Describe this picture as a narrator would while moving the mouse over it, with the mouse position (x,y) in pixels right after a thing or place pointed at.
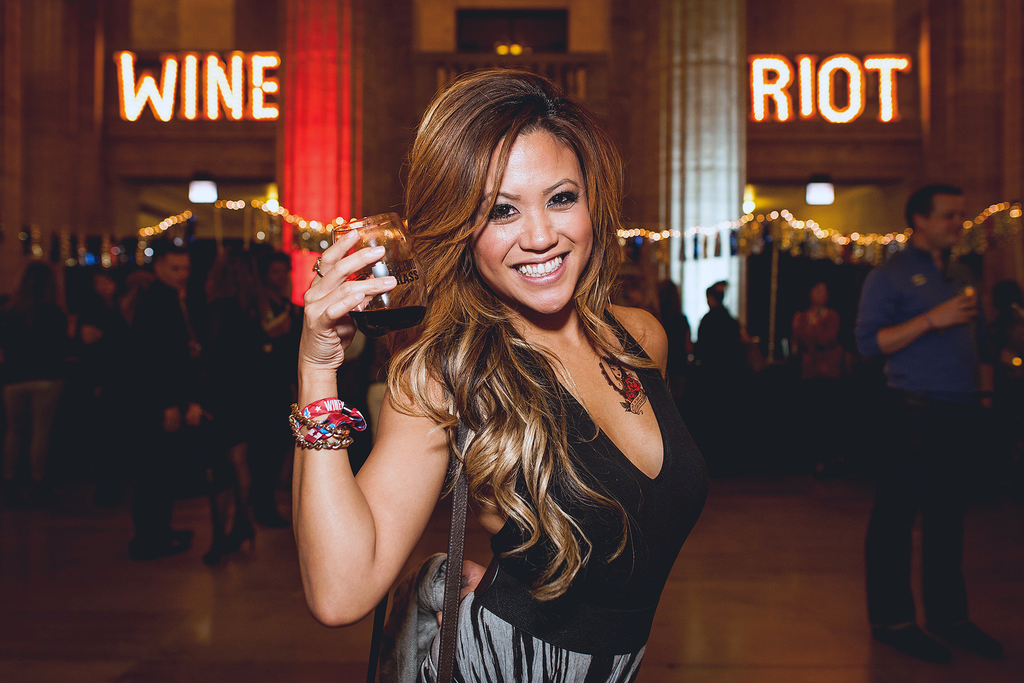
In this image we can see one building (678,210) in the background (797,239), some text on the building (283,230), two objects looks like lights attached to the building (308,271), some people (235,358) are standing, one man (889,420) holding object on the right side of the image (919,393), some lights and some objects (965,240) in the background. One woman (316,388) with smiling face (503,231), standing, wearing a bag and holding a glass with liquid (386,317). The background (701,553) is dark and blurred.
